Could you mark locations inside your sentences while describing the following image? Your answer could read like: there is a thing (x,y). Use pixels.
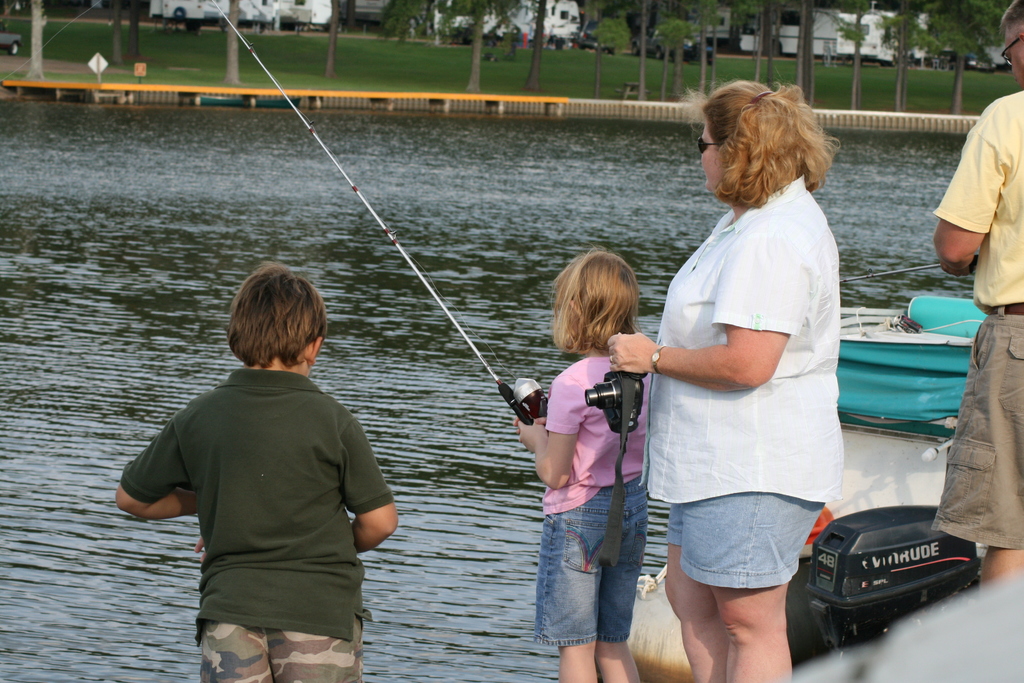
In the background (684,20) we can see the vehicles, green grass (73,26), trees (992,38), tree trunks (599,80), bridge (411,95), boards (144,69), poles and the water (60,508). On the right side of the picture (745,440) we can see a woman (641,366) holding a camera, a man (1008,309) standing wearing spectacles (1006,56), we can see a girl (564,426) fishing holding a fishing rod (512,399), we can see a boy (386,512) standing.
